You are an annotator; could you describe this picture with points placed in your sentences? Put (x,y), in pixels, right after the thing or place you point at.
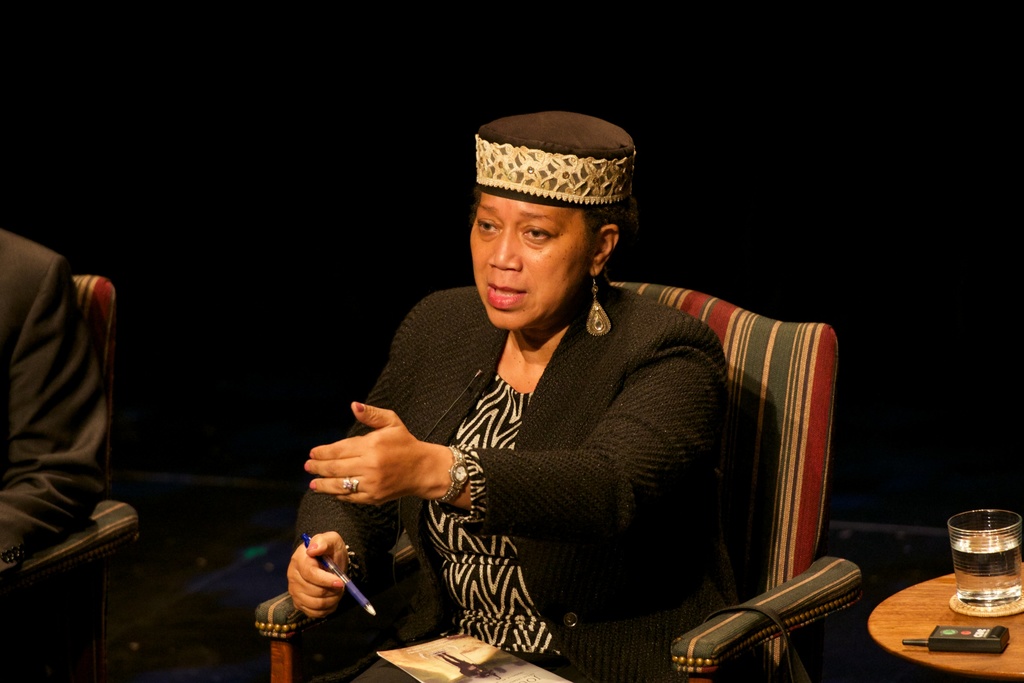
In this picture I can see a woman (549,302) sitting on the chair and holding a pen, there is a card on her thighs (492,656), there is another person (60,283) sitting on the chair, there is a glass (993,541) of water (1001,586) with a coaster (993,614) and there is a walkie-talkie (934,635) on the table (1018,658), and there is dark background (971,153).
